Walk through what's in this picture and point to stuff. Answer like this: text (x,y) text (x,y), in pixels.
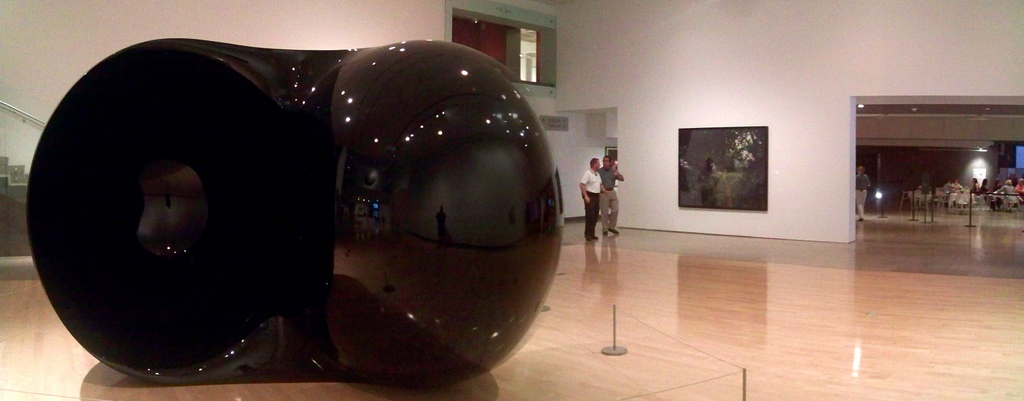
There is a black color object (283,167) in the foreground area of the image (359,195), there are people (987,186), lamps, it seems like chairs (939,192) and other objects (971,190) in the background (749,192).
